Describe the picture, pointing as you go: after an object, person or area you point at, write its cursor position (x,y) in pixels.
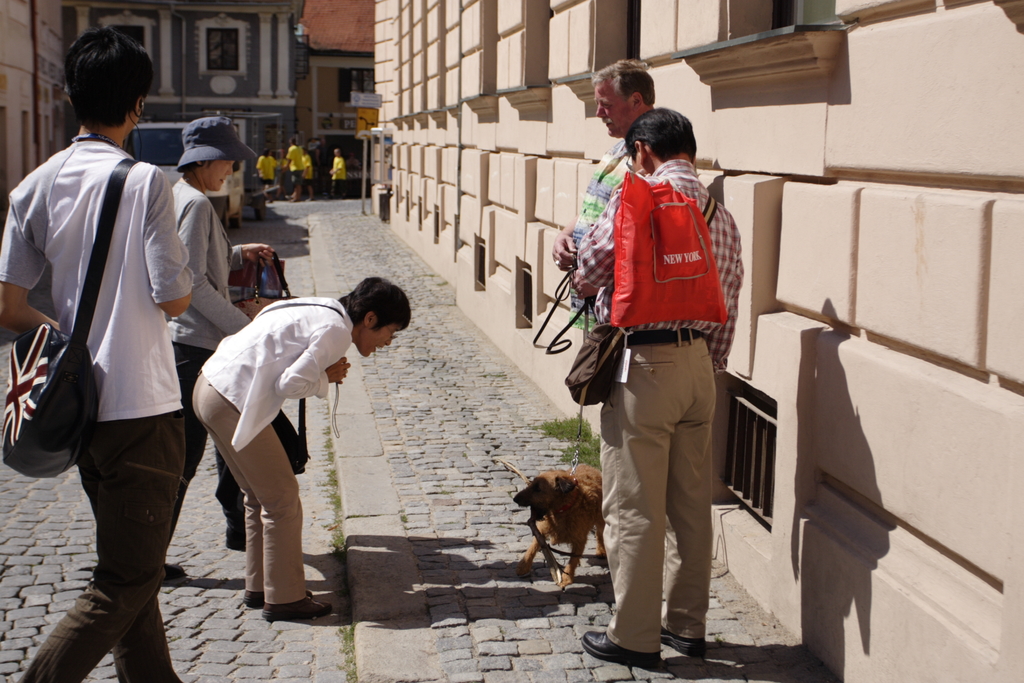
In this picture there are five people (236,407) standing on the side of the road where a lady (336,377) is viewing the brown dog (553,496) which is held by a old men (572,250). In the background (298,161) we find many people (341,165) dressed in yellow and there is a beautiful building (285,130) with windows (224,51).
